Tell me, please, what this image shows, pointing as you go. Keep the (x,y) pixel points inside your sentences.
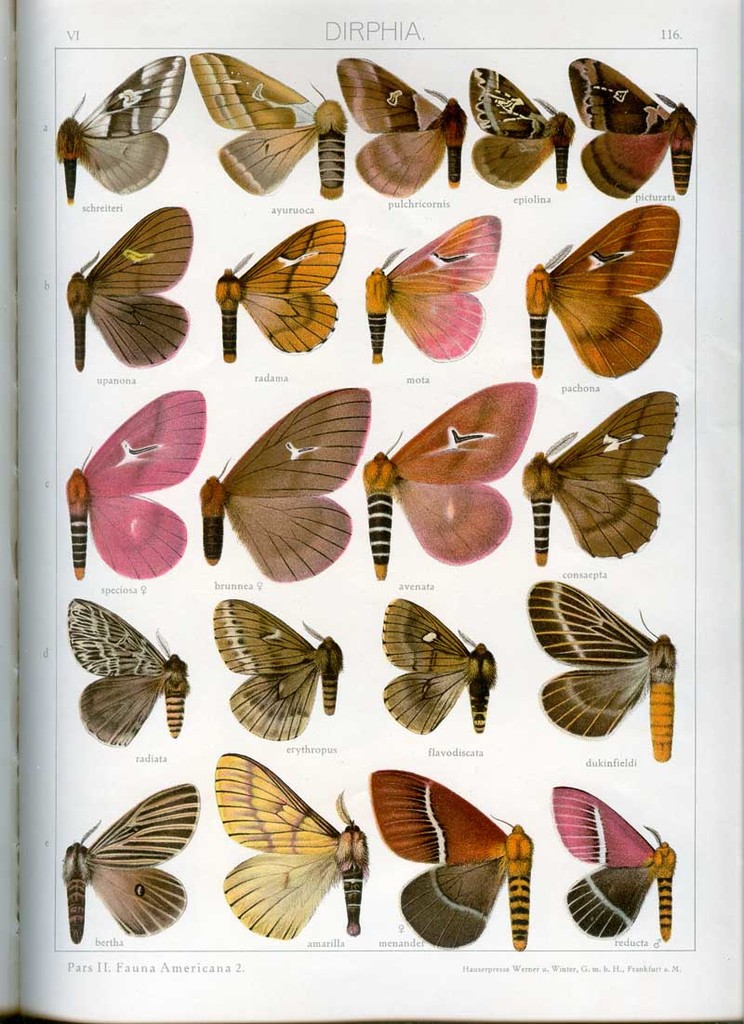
In this picture I can see a paper (49,260), there are words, numbers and there are images (626,468) of different types of butterflies (572,323) on the paper (293,170).
